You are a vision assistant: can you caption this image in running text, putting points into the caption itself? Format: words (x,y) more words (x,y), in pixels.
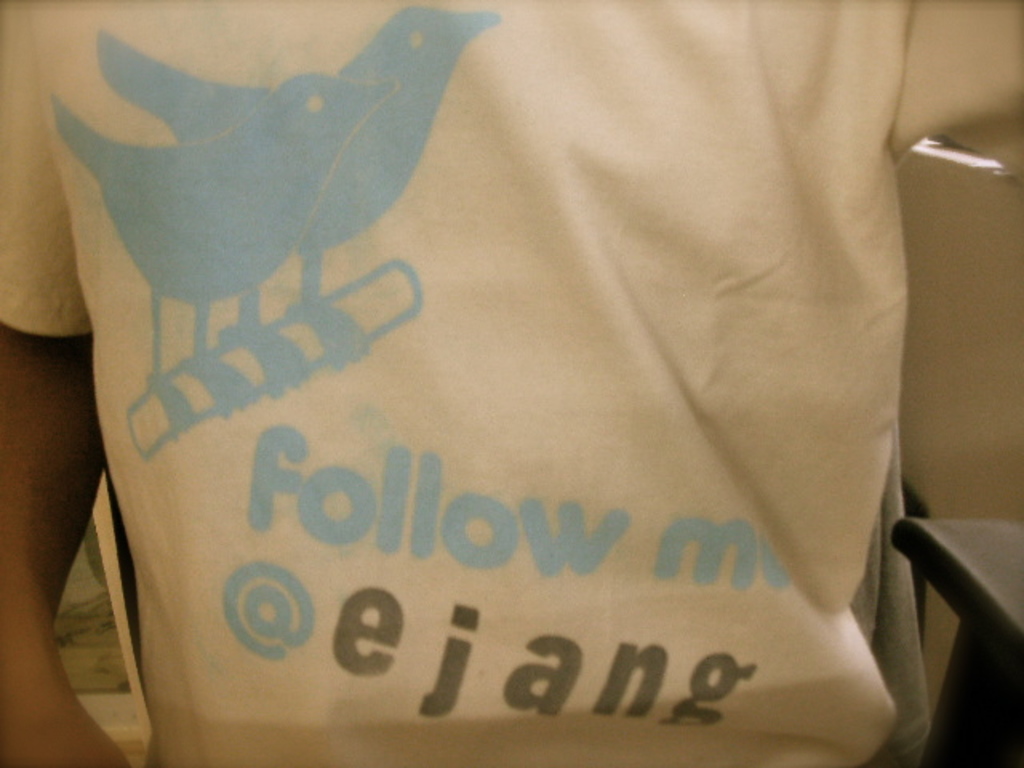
In this image in the foreground (632,380) there is one person (331,338) and he is wearing a t shirt (332,375), on the t shirt (332,520) there is some text (266,445) written.
